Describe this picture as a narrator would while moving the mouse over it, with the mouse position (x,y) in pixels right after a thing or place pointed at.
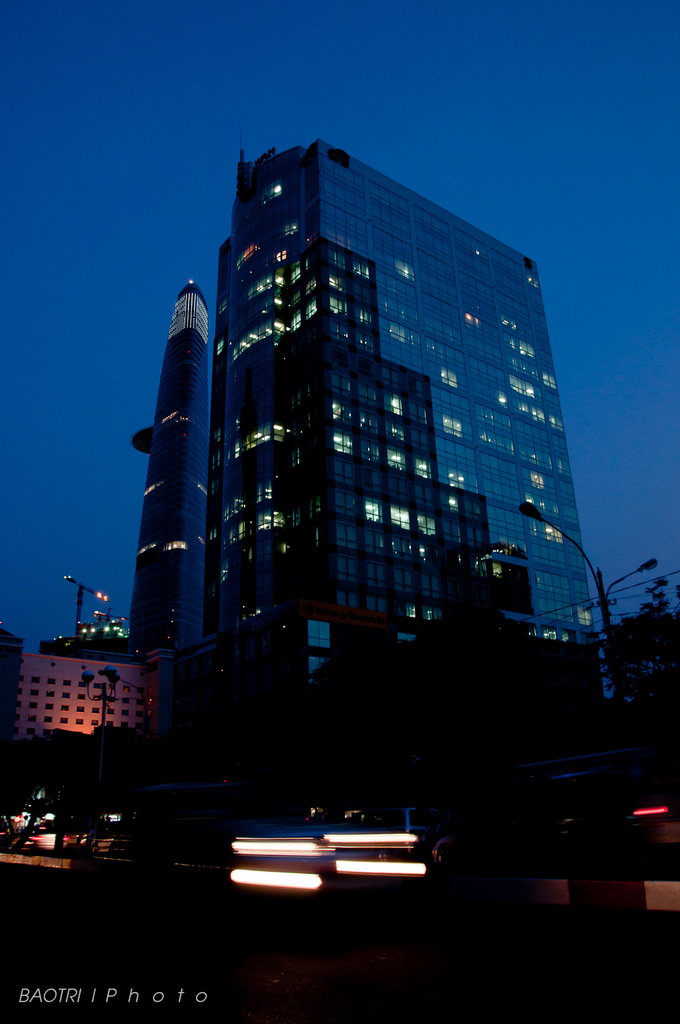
This picture is taken the dark, where I can see the road (25,922), tower buildings (358,642), light poles (605,645), trees (439,714) and the dark sky (233,162) in the background (233,162). Here I can see the watermark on the bottom left side of the image (189,997).
